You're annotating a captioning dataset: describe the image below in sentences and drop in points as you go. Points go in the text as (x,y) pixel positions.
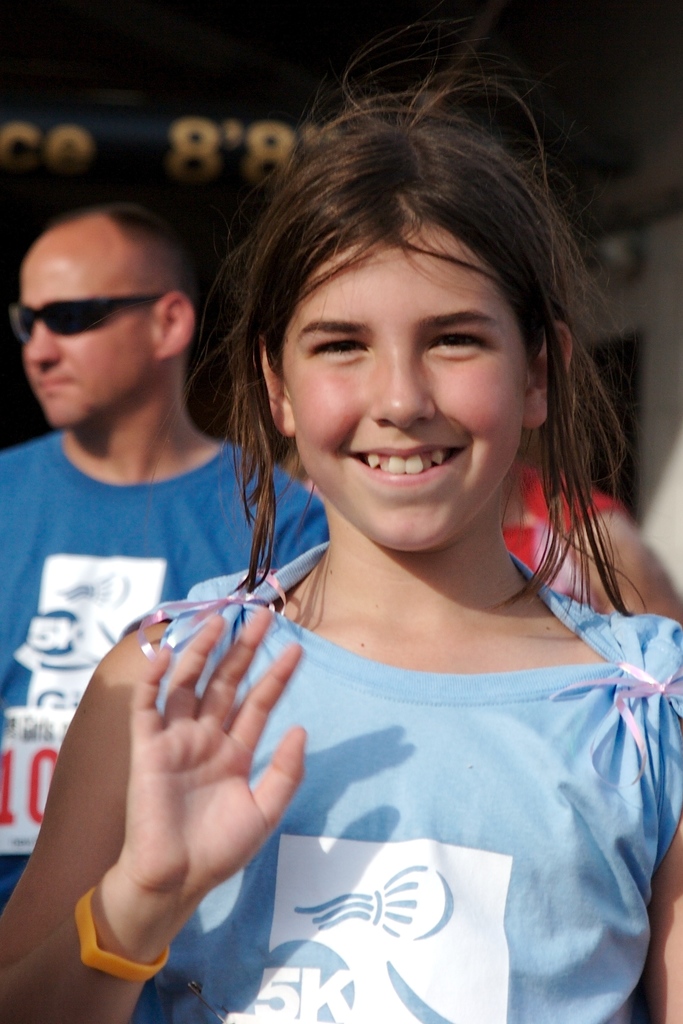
In this image I can see a girl (472,785) standing and smiling. There are other people (87,338) at the back (40,314) and a person (148,559) is wearing goggles (49,318).
